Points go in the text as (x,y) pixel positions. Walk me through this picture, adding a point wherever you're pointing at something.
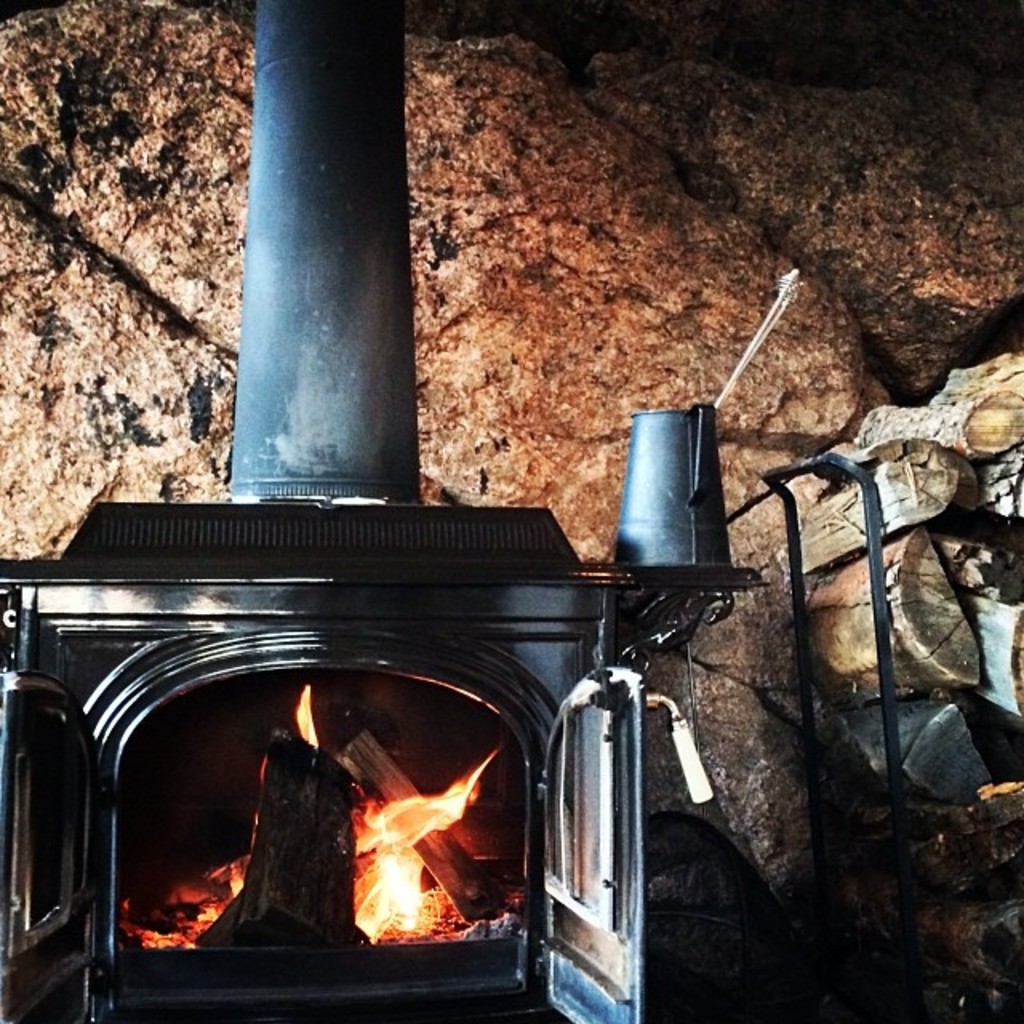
In this image we can see the fireplace (317,525) and a fire outlet (312,171). We can also see a stick (725,384) in a mug (701,467). On the right (972,514) there are wooden barks pieces (948,462). In the background (648,200) we can see the rocks (597,361).
